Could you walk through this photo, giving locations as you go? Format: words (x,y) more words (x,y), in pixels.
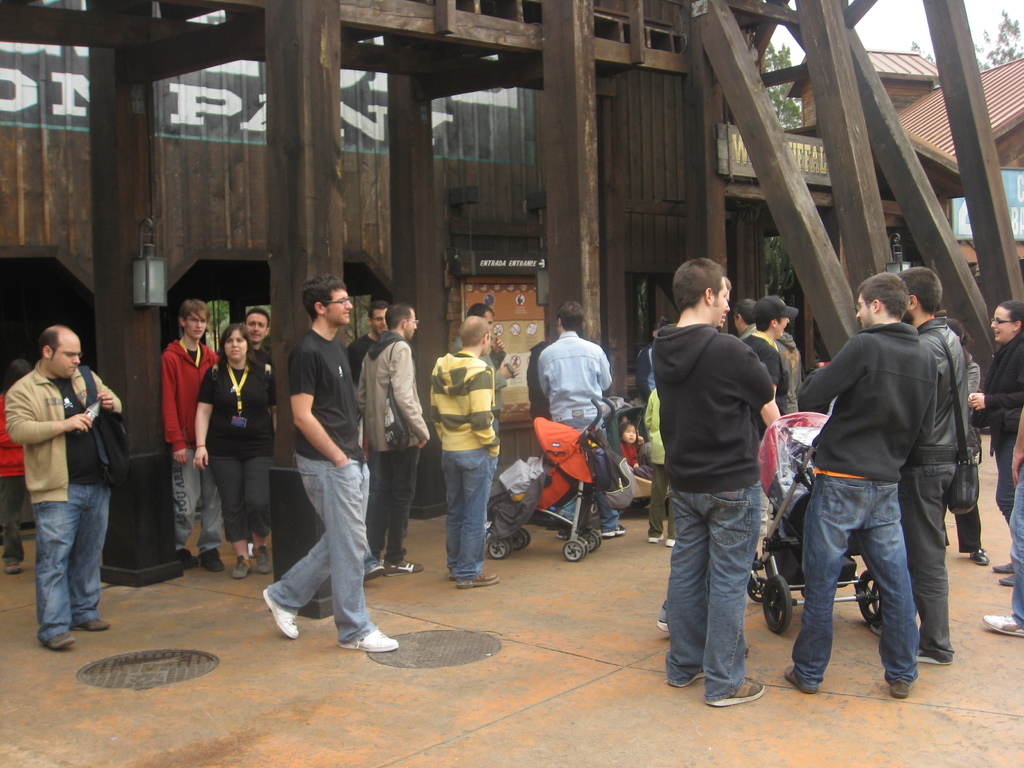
In this image, we can see a group of people (72,589) and strollers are on the path (629,615). Few people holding some objects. In the middle of the picture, a person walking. In the background (538,299), we can see poster (537,313), pillars (955,250), wall (171,212), boards (1011,208), trees (775,105), shelter (937,124) and sky (899,30).
